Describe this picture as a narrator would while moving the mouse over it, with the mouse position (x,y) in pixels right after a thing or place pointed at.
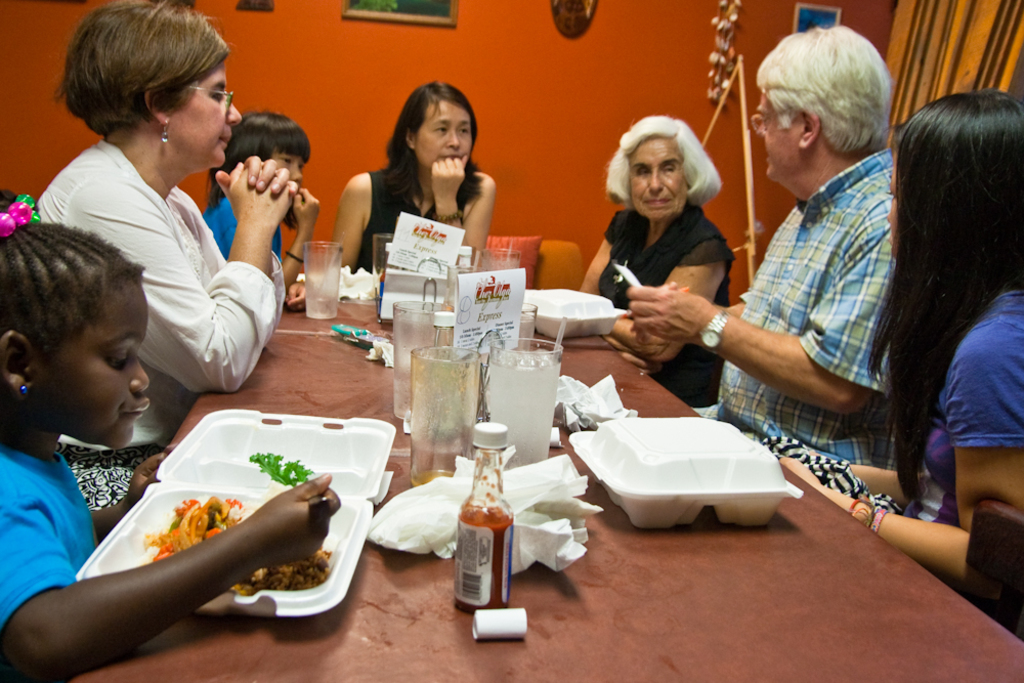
In this image, There is a brown color table (668,661) on that table (773,554) there are some white color objects (662,464) and there are some glasses (477,390), There are some people (931,363) sitting on the chairs (1021,543) around the table (774,539), In the background (583,274) there is a orange color wall (447,60) and there are some pictures (437,17) on the wall (658,17).
